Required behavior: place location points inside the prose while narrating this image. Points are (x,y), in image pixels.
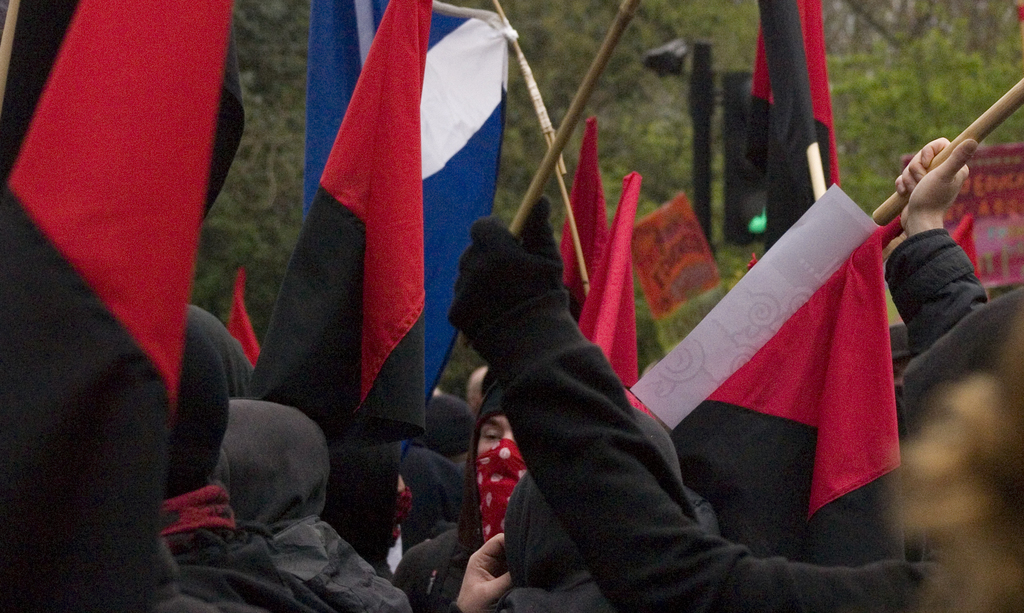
In this image, I can see the flags (493,48) hanging to the wooden sticks (555,166). I can see a group of people (439,482) standing. Among them two people (512,265) are holding the wooden sticks (945,159) in their hands (522,247). This looks like a traffic light (740,133), which is attached to a pole (703,160). The background (654,111) looks green in color.
